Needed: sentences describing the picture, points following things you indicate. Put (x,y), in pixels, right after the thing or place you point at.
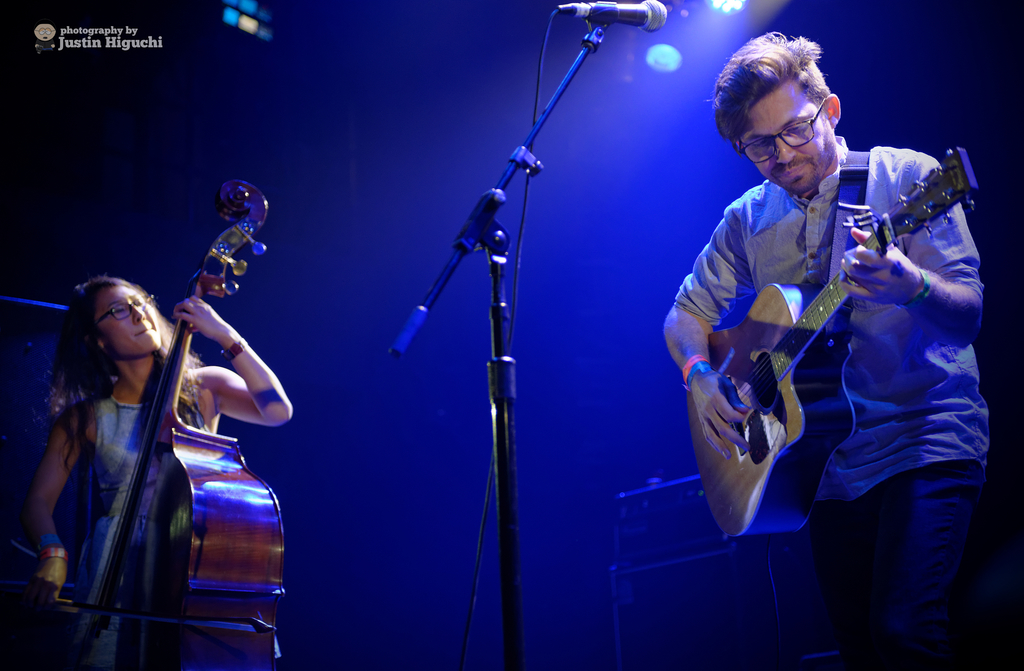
In this image I see a man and a woman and both of them are holding the musical instrument (248,227). I can also see that there is a mic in front of him.
